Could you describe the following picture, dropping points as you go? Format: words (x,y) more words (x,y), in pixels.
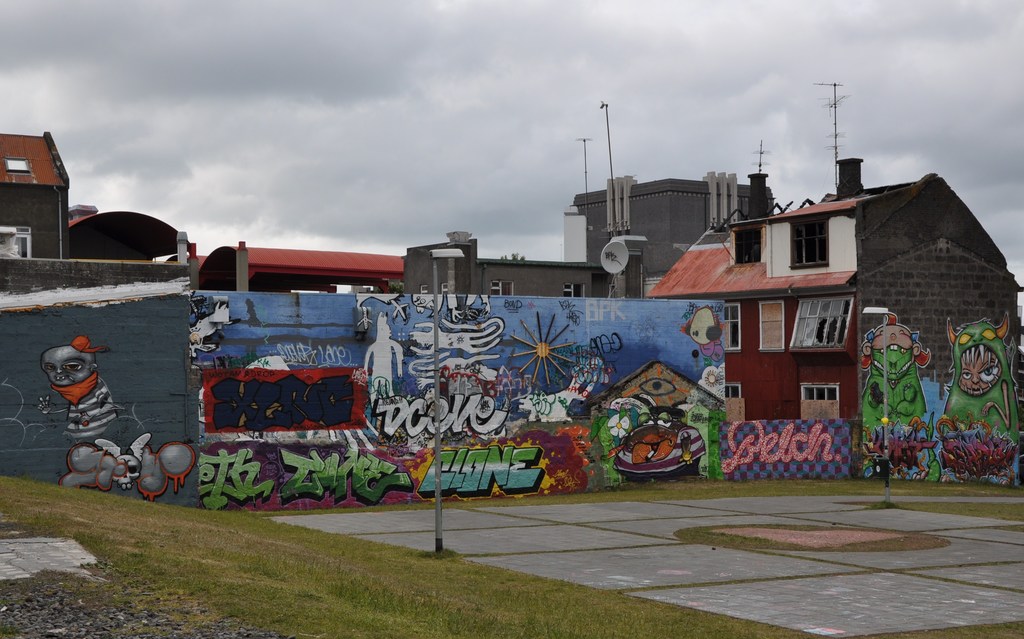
In this image we can see a wall (311,435) which is painted of different cartoon images (686,394), there are some words (450,448), in the foreground of the image (614,595) there is grass (434,502), there are poles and in the background of the image (428,249) there are some houses (537,278), top of the image (341,204) there is cloudy sky (429,118).
